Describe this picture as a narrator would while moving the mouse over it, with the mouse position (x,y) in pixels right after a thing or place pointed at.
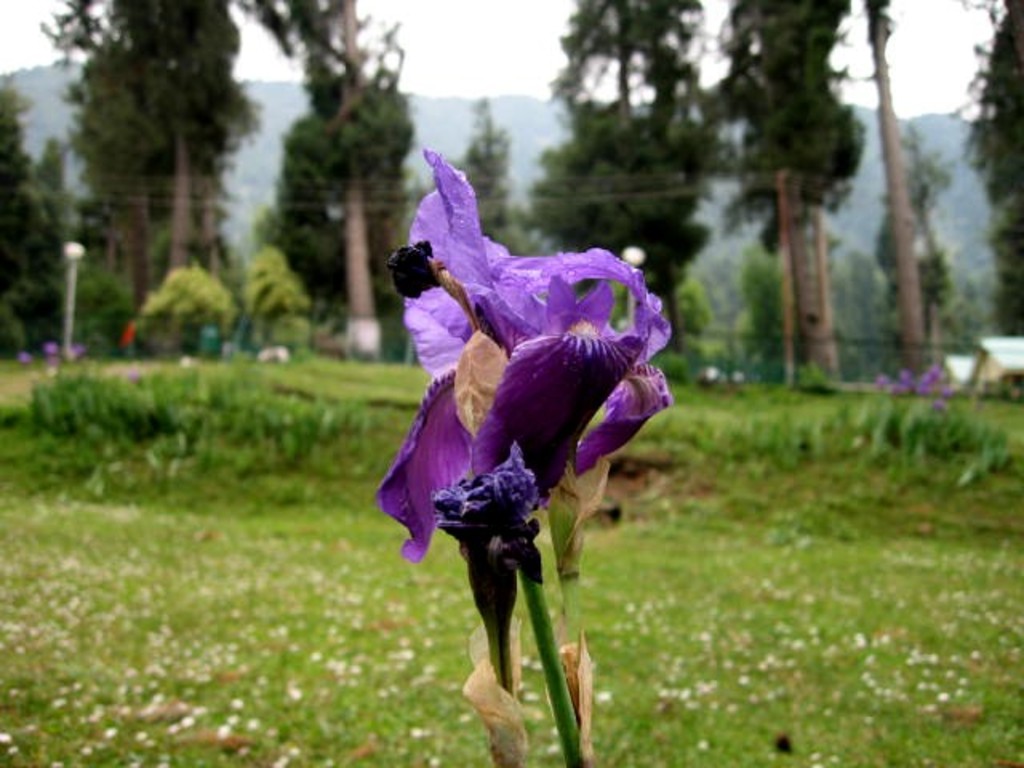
In front of the image there is a flower (559,413) with stem (537,586). At the bottom of the image (663,605) there are plants (752,583) and flowers (771,656). In the background of the image (46,212) there are lamp posts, trees (808,327), electrical poles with cables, wooden houses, fence (841,356) and mountains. At the top of the image (448,39) there is sky (423,59).
